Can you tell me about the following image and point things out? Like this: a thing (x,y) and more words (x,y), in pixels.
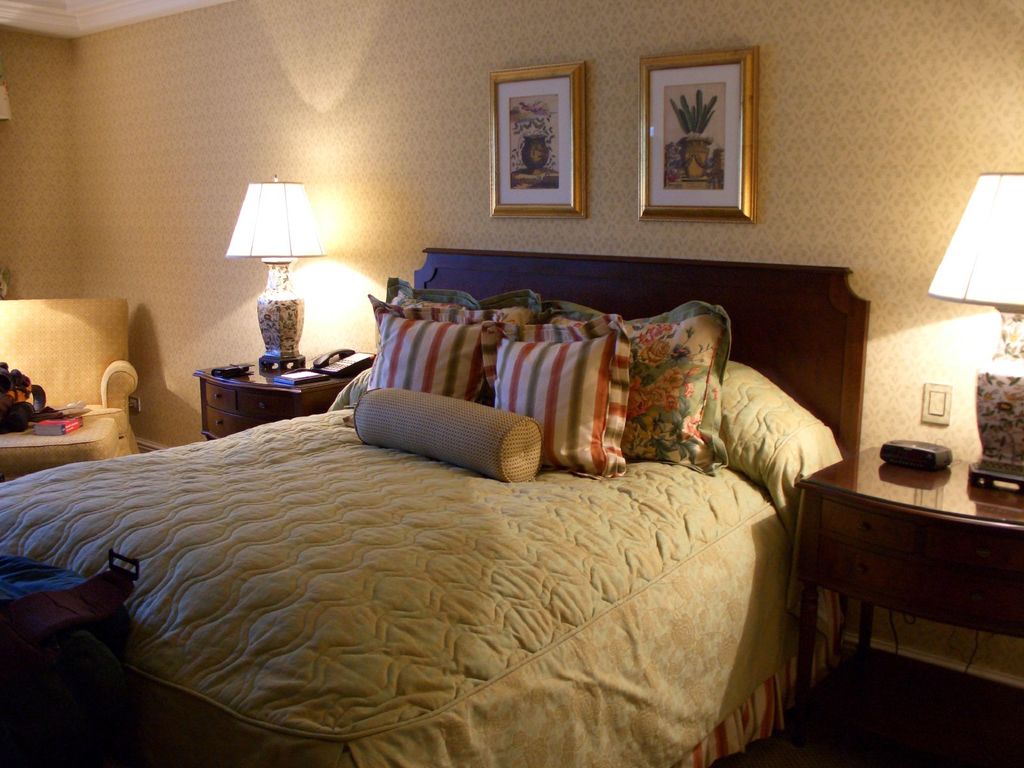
In this image I can see a bed (420,537) with five cushions (467,400) placed on the bed (522,486). These are the two photo frames (675,138) attached to the wall (844,162). This is a couch (71,313), on this I can see a book (77,429) and some other object (46,405) placed on it. This is a table (236,384) with a lamp (269,346), telephone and some object (293,375) placed on it. At the right corner of the image (899,473) I can see another table (954,490) with a lamp (988,444) and some object (928,459) placed on it which is black in color.
